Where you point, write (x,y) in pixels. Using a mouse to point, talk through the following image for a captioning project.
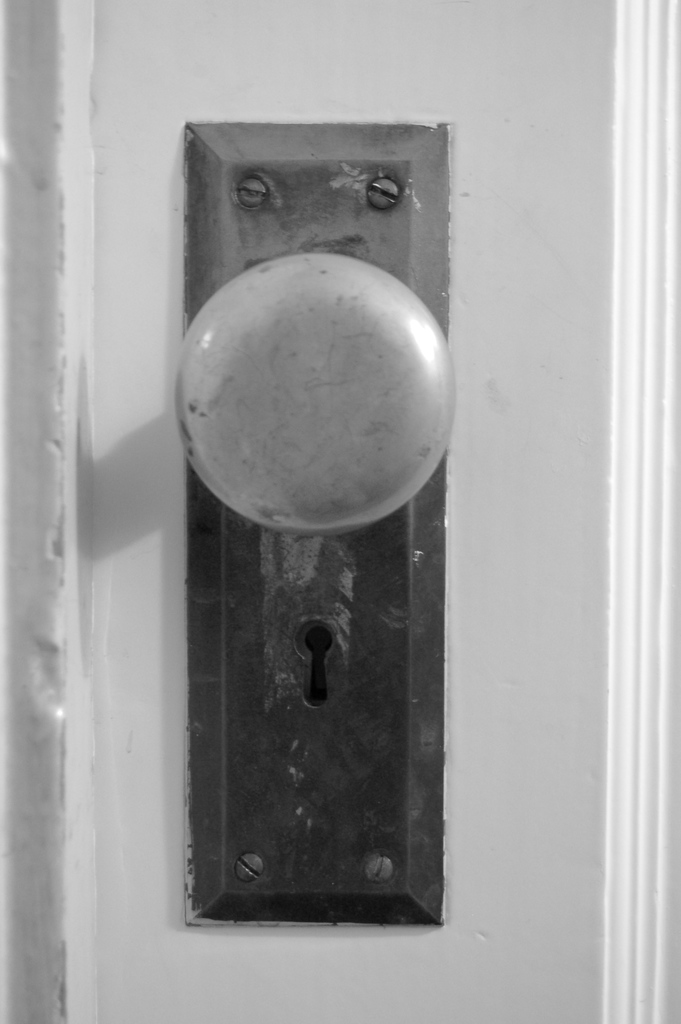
In this picture we can observe a door lock handle (289,393) fixed to the door (181,330). There is a keyhole (320,638). We can observe a white color door (154,756) here.
